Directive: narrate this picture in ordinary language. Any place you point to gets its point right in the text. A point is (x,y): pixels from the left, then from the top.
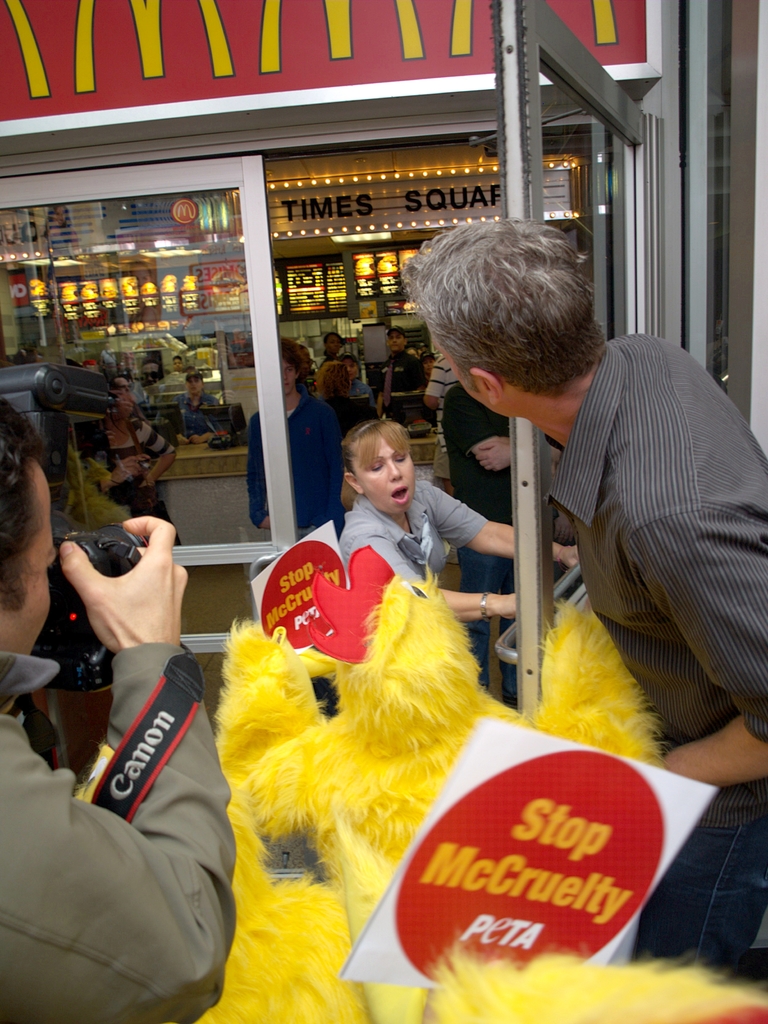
This picture shows a store (103,329) and we see few people (693,608) standing and a woman (447,524) opening the door (524,686) and we see a man (153,660) standing and holding a camera (72,638) in his hand (172,642) and taking a picture.
